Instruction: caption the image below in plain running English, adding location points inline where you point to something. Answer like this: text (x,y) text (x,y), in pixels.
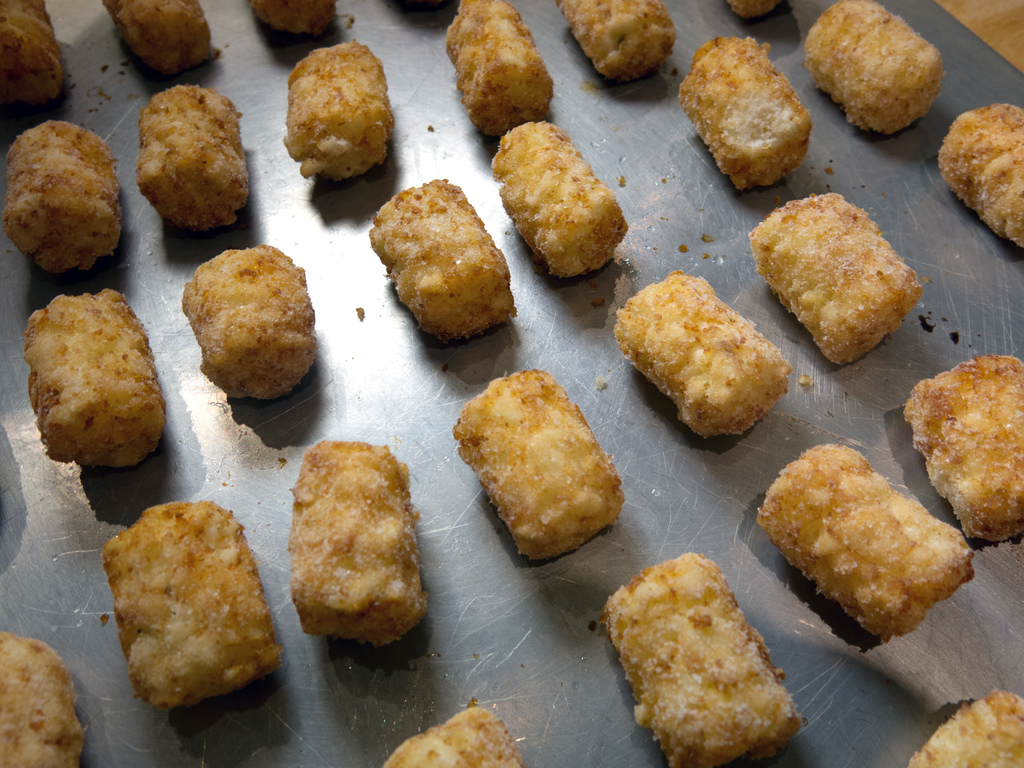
This image consists of some eatables (11,63). They are placed in the tray (270,498).
